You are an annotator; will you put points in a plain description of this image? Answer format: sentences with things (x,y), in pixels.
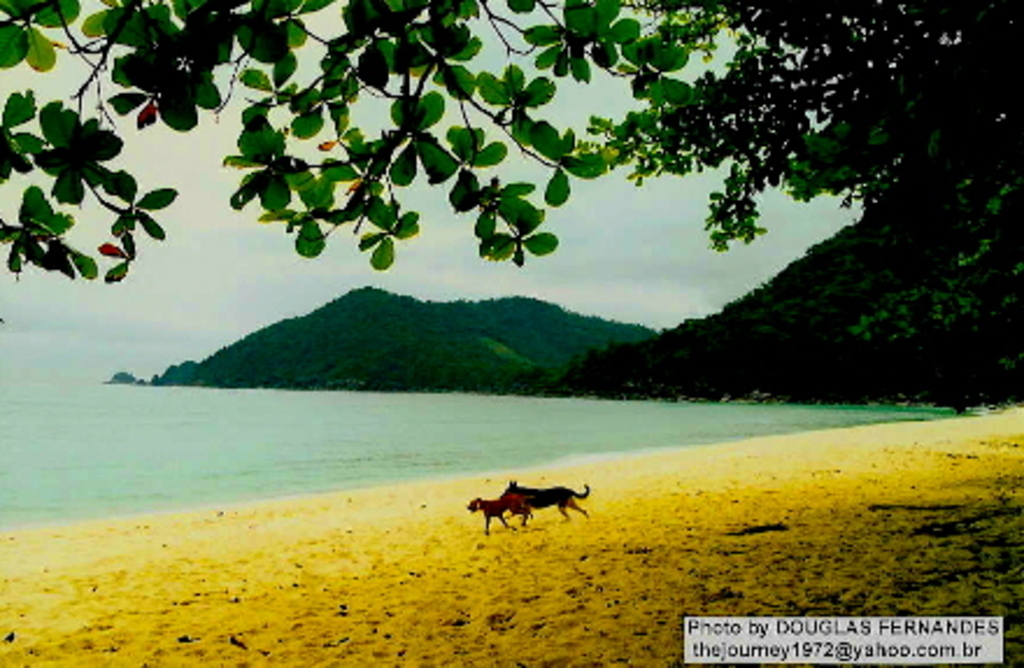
In this picture there are two dogs (516,501) running on the beach (579,597). In the background (969,365) I can see many trees (671,376) on the mountain (511,363). On the left (46,430) I can see the ocean (413,463). At the top (501,55) I can see the sky (563,265) and clouds (501,275). In the bottom right corner (703,648) there is a watermark (714,616).
